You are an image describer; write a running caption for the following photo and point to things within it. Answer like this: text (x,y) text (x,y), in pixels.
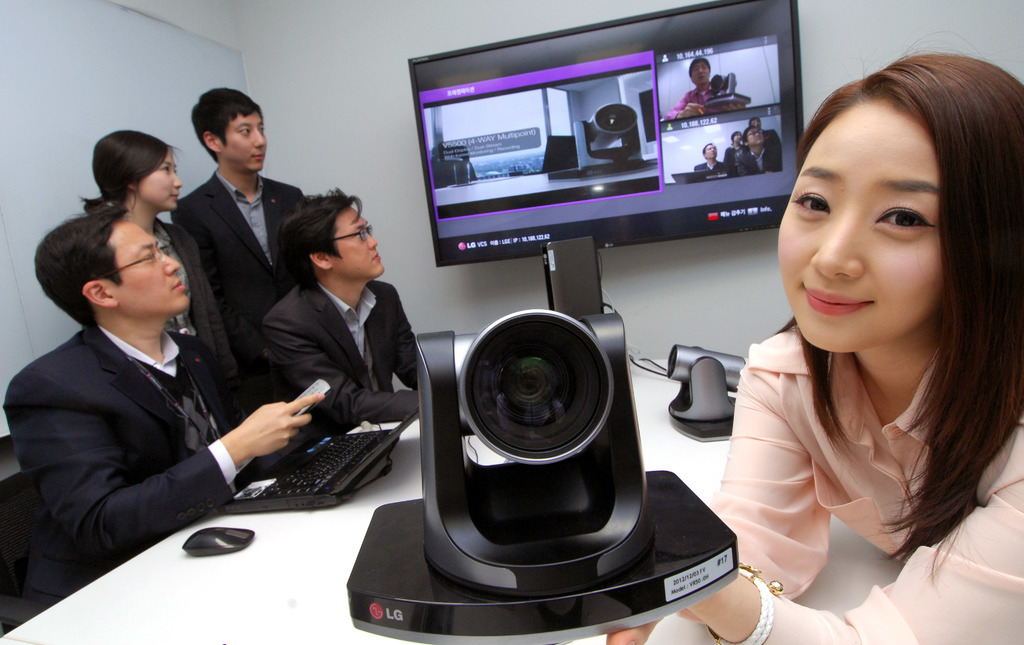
In the given image we can see there are five persons (242,312). The right side women (811,297) is holding a object (646,495) in her hand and the left side people (200,283) are looking at the screen (607,154).
